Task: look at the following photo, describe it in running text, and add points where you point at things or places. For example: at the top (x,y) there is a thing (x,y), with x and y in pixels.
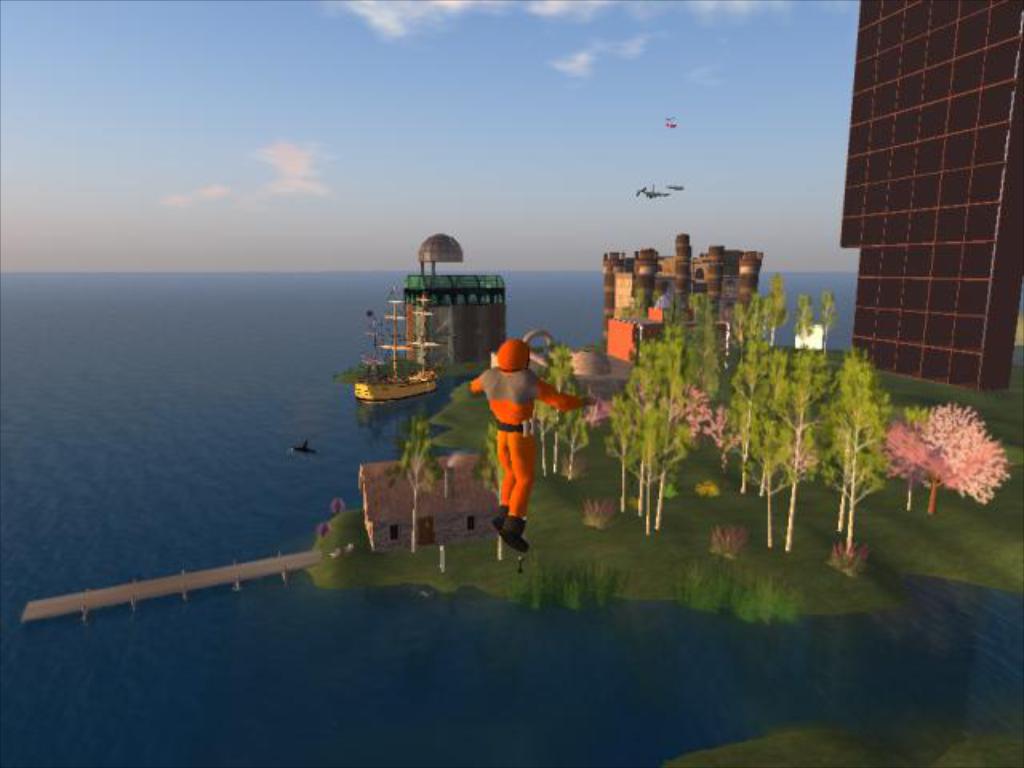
In this picture I can observe a graphic (517,437). There is a man (510,461) wearing an orange color dress (515,445). I can observe some trees (686,361) and a building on the right side (904,153). In the background (255,298) there is an ocean (255,298) and some clouds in the sky (395,123).
